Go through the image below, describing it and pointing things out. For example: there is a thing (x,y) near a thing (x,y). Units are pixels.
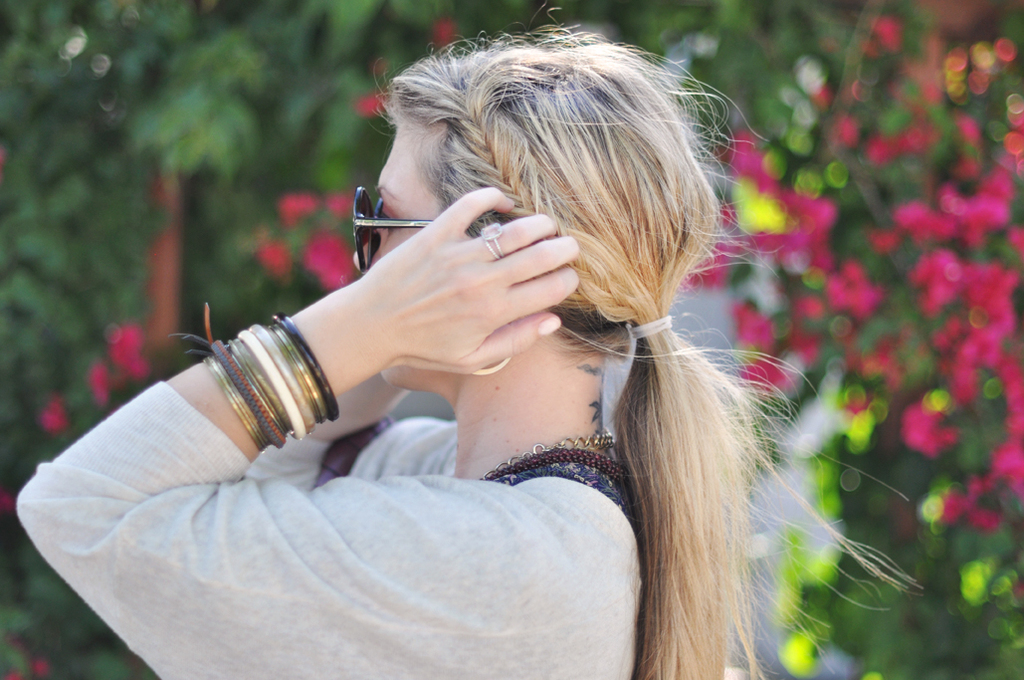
In this image we can see a woman (392,447) wearing the glasses (363,210) and also the bangles (261,366). In the background (931,185) we can see the flowers (916,280) and also trees (976,578).
